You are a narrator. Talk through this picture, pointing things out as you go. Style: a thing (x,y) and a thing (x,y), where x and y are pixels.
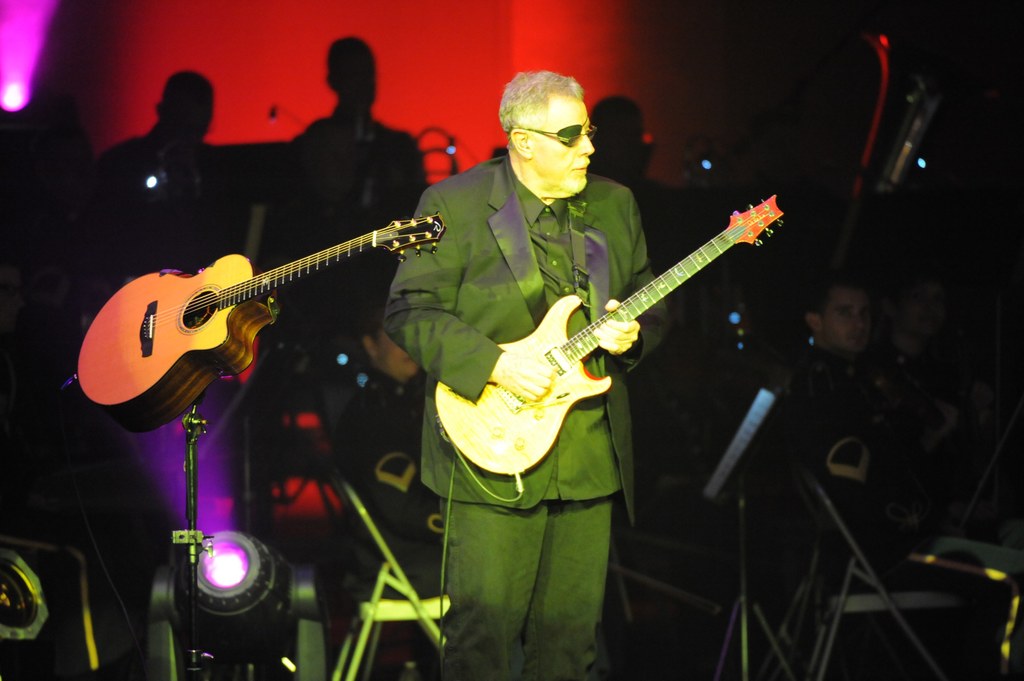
In this image, In the middle (632,371) there is a man (627,256) standing and he is holding a music instrument (566,378) which is in yellow color, In the left side (170,422) there is a music instrument (165,341) in yellow color, In the background (840,375) there are some people (852,384) sitting and there are some people (415,182) holding the music instruments (431,154), There is a red color wall (238,58) in the background (348,29).
